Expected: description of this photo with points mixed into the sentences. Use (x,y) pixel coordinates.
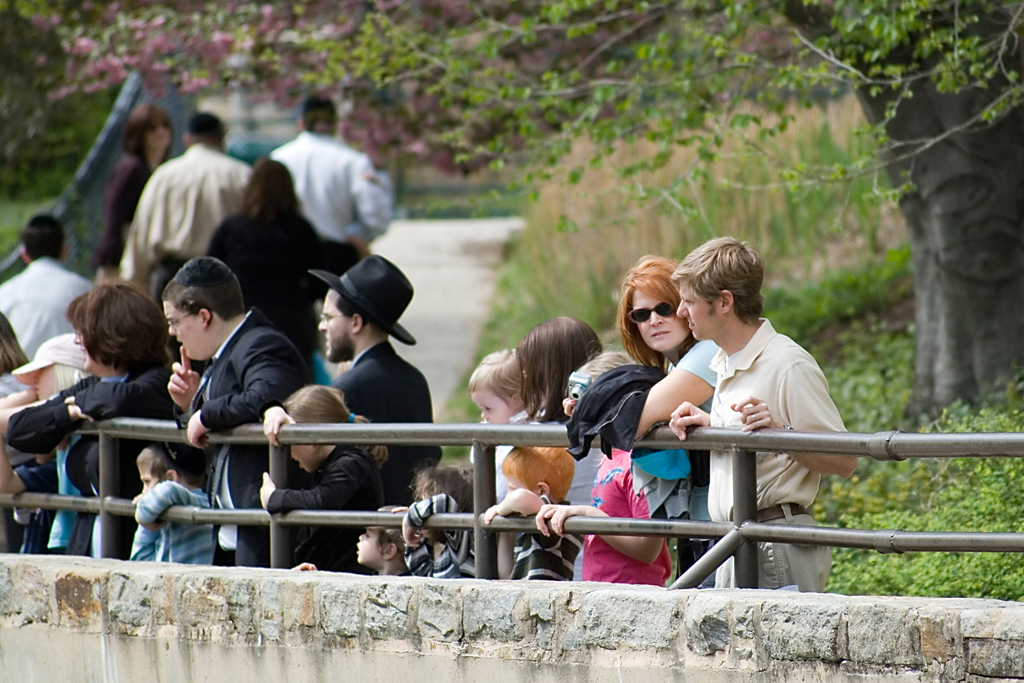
In this image we can see a few people (280,345) standing and holding a metal railing (559,441) attached to the wall (769,593), in the background (810,330) there are trees (878,73) and plants (895,358).
